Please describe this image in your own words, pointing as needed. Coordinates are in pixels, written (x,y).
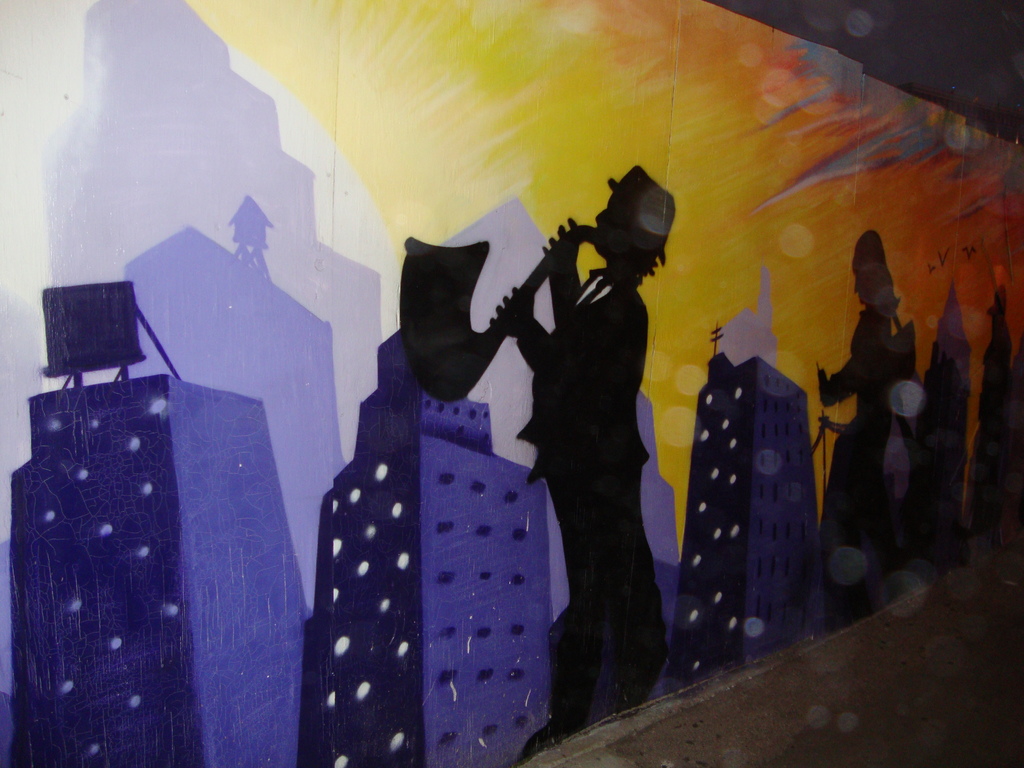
In this image I can see wall paintings (493,350) on a wall (514,306). This image is taken, may be in a hall (827,744).
